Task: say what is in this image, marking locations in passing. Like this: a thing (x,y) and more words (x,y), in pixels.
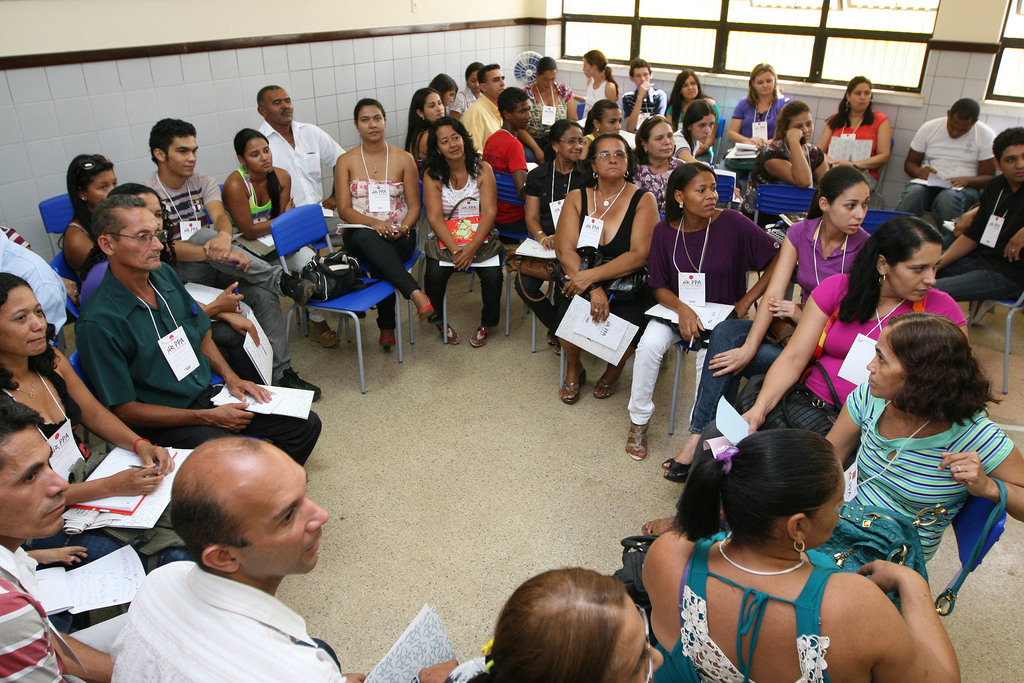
In this image we can see people (609,274) sitting on the chairs (292,327) and some of them are holding papers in their hands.
